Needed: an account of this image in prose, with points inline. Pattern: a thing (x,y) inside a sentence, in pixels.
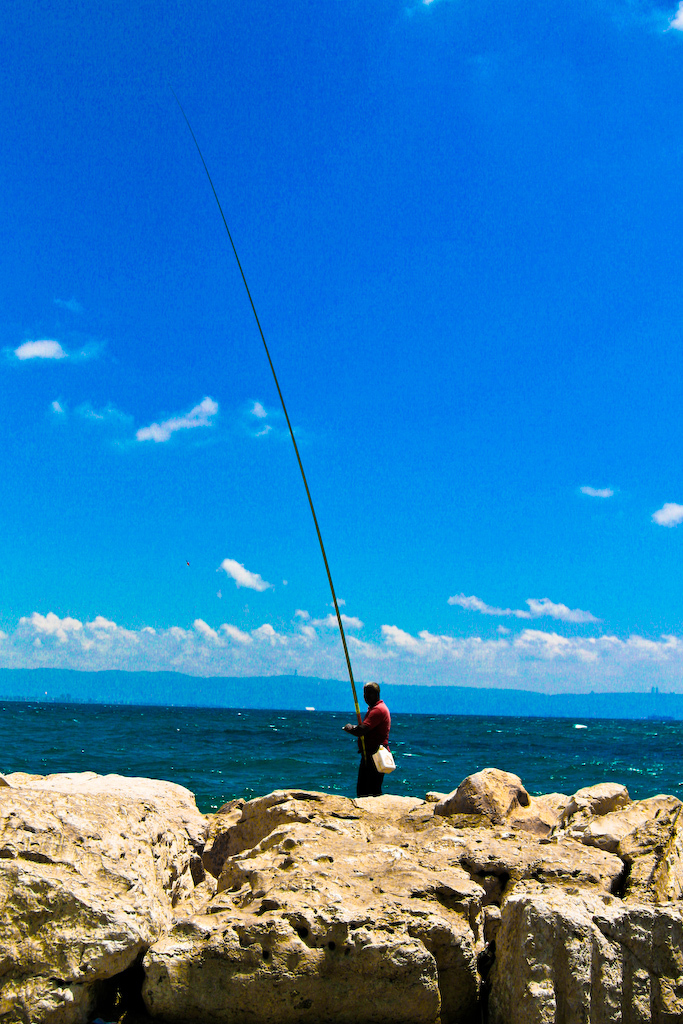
In this image I can see few huge rocks (358,804) which are brown in color and a person (387,742) standing and holding black colored object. In the background (257,731) I can see the water (257,731), few mountains (149,690) and the sky (308,412).
